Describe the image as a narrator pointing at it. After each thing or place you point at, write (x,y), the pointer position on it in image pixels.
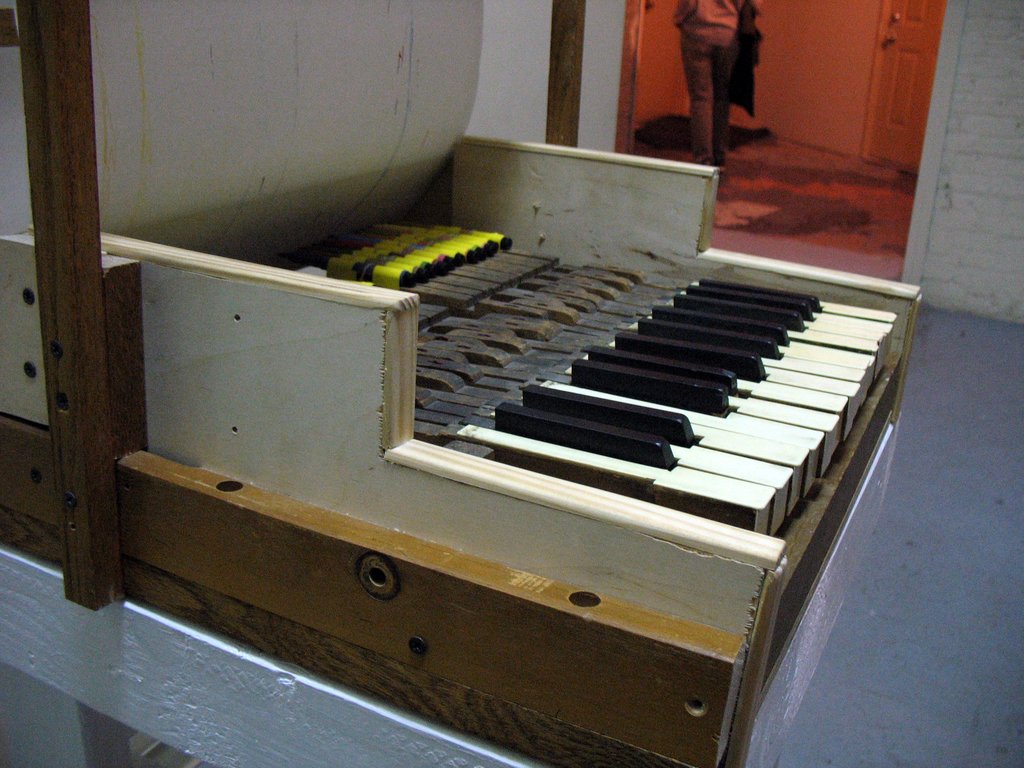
This picture is clicked inside the room (875,561). Here is a musical instrument (614,280) which looks like keyboard (746,416). On background (918,122), we see another room (909,134) in which we see a person (712,87) standing in that room (735,154). Behind the man (709,116), we see a wall (837,61) and a door (910,63).
